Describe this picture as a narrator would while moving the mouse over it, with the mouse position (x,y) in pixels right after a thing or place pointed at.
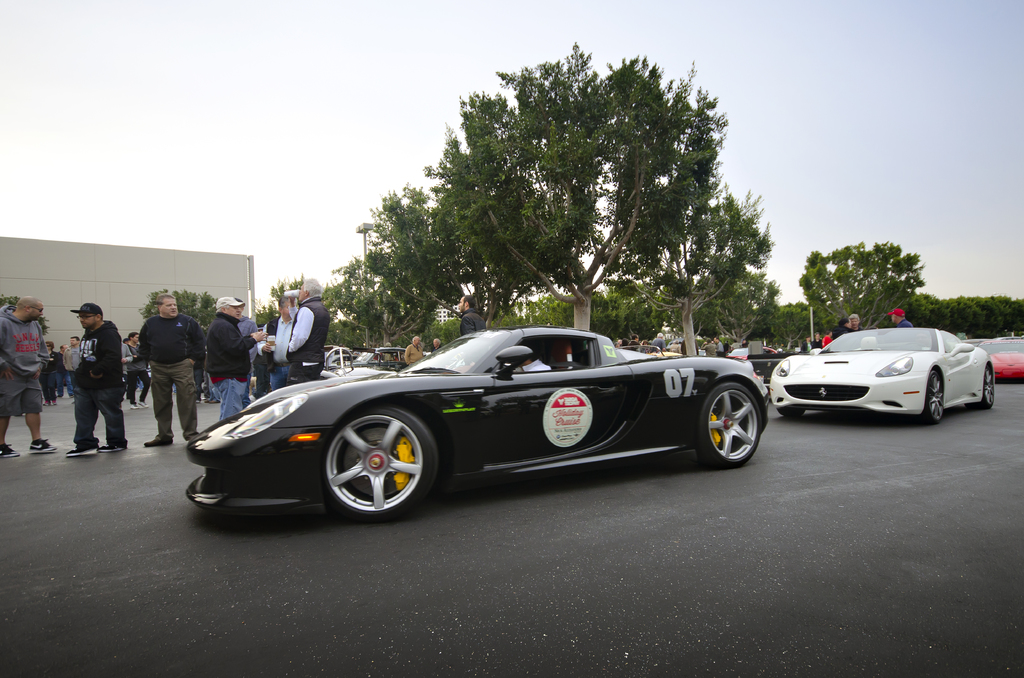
In this picture we can see few vehicles (664,450) on the road (733,498), beside to the vehicles (298,402) we can find group of people (142,358) and trees (680,267), in the background (144,271) we can see few poles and a building (133,282).
